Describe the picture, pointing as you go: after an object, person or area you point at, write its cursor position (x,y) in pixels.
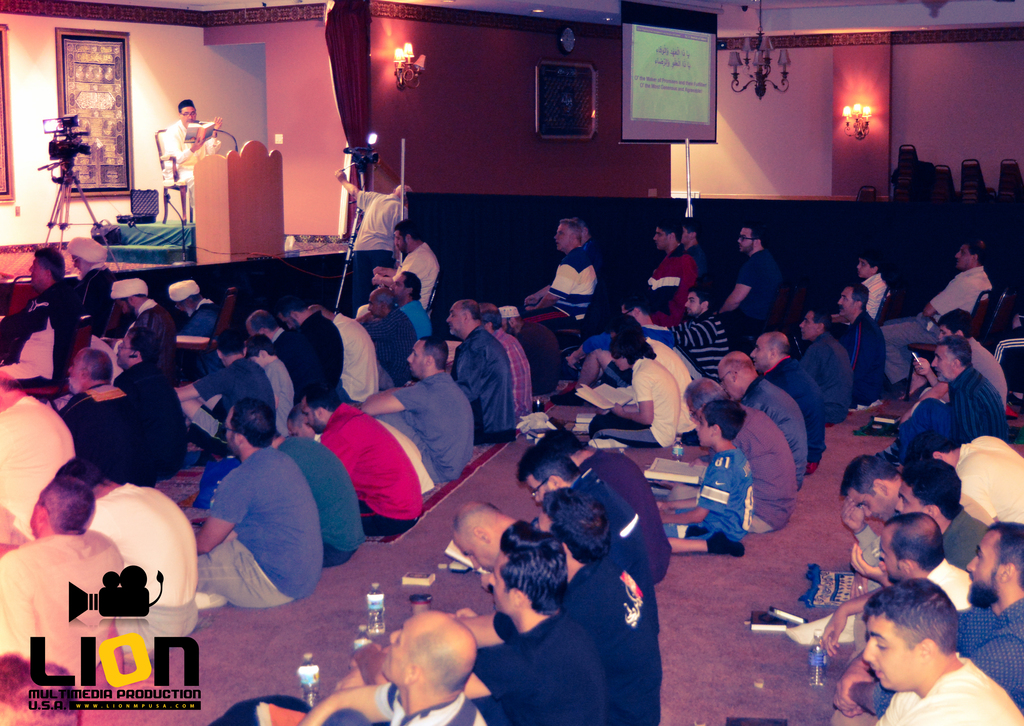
At the top of the image (188,173) we can see a person (184,161) sitting in the chair (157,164) near the podium (202,173), camera (70,154), tripod (71,190), wall hanging (96,88), walls (199,48), curtain (361,61), chandelier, display (662,74), clock (564,44) and electrical lights (535,7). At the bottom of the image (894,490) we can see persons (599,478) sitting on the ground (667,609), mat (408,521), books (412,578) and disposable bottles (371,608).
